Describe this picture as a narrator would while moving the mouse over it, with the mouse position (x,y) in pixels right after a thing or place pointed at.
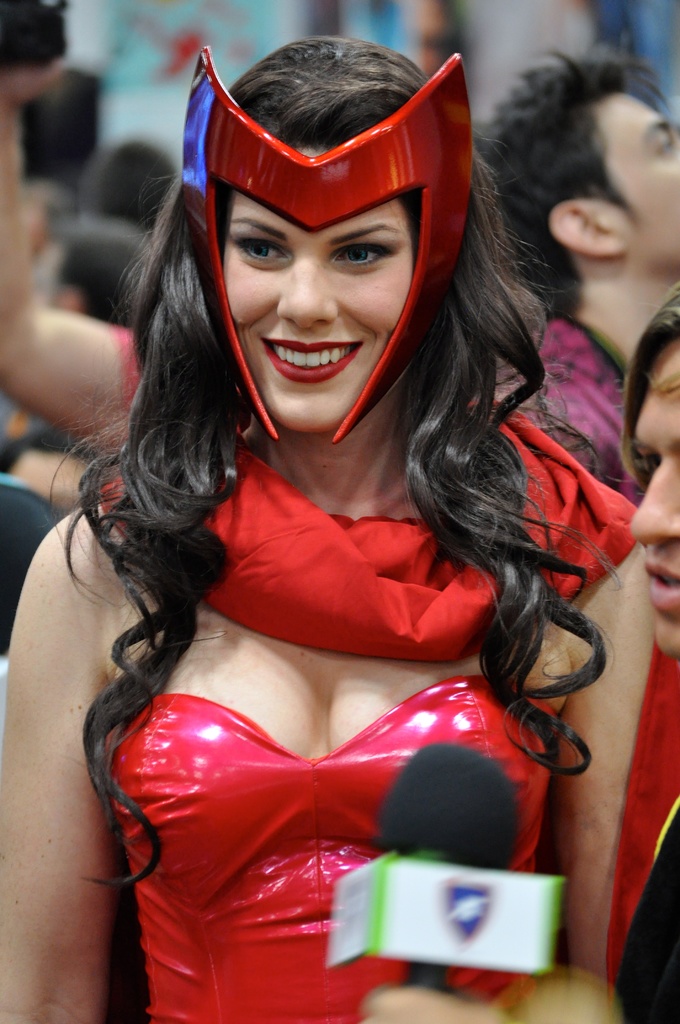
As we can see in the image there are group of people (237,390). The woman (400,212) standing in the front (350,499) is wearing red color dress (237,798) and someone is holding mic (469,837). The background (438,52) is little blurred.
